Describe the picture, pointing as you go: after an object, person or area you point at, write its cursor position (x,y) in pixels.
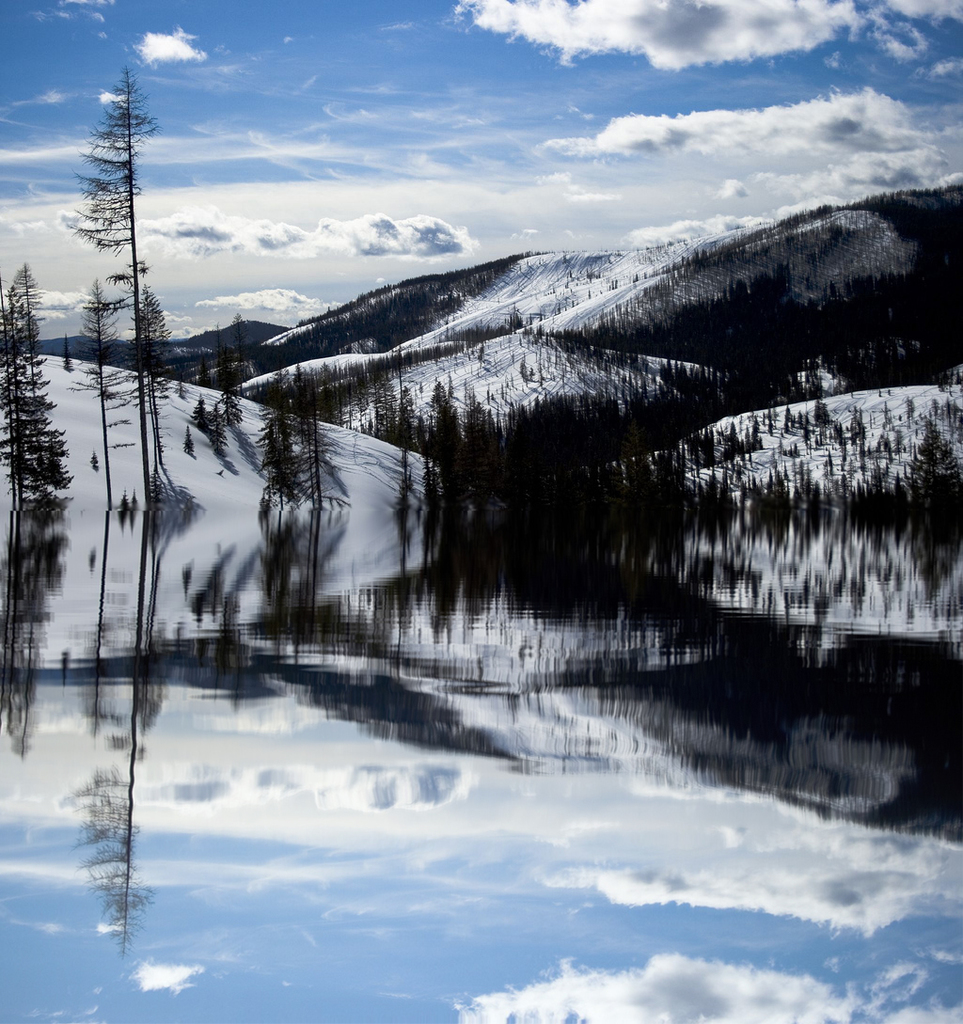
In this picture we can see a beautiful view of the river water (598,729). Behind we can see snow mountain (342,462) and many trees (467,460).
